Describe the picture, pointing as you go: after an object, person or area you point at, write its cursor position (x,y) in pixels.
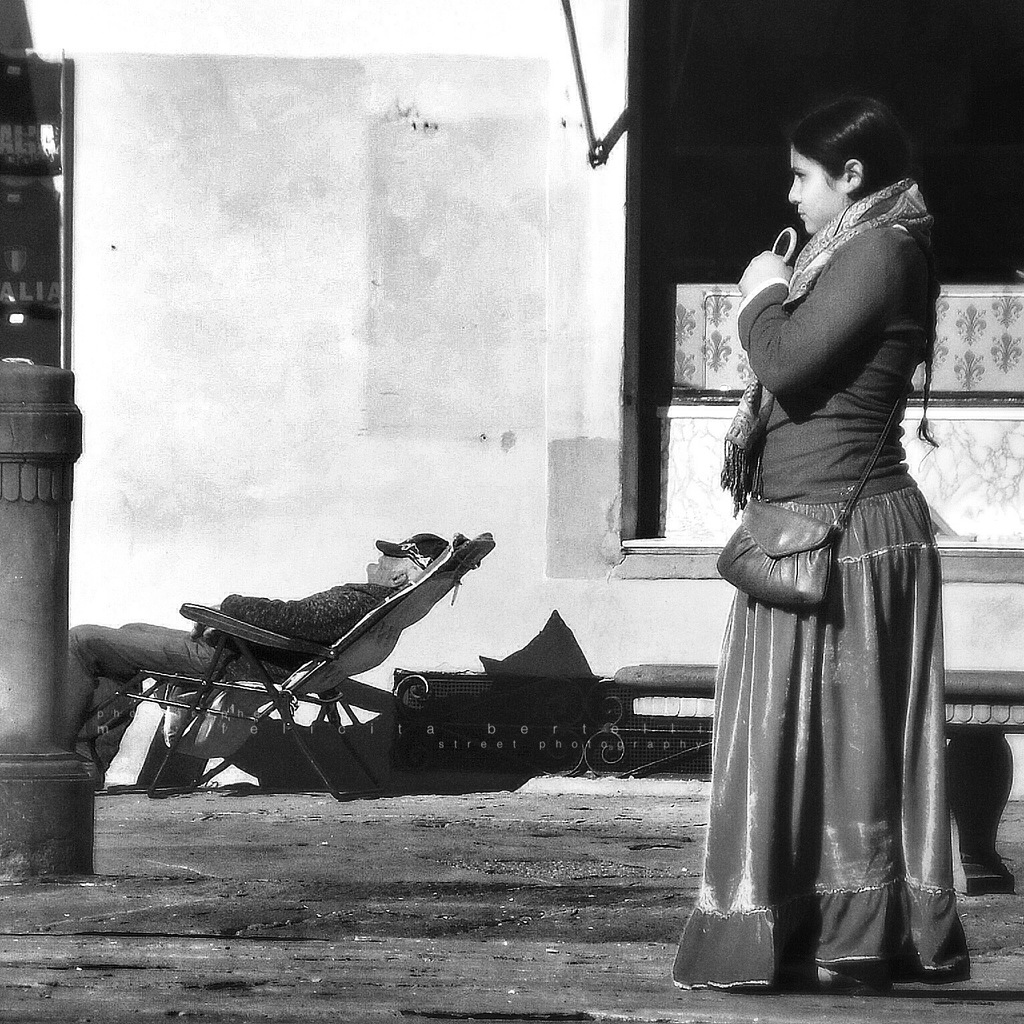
This picture seems to be clicked outside. On the right (817,270) there is a woman (852,403) wearing t-shirt (845,369), sling bag (799,545), holding an object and standing on the ground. On the left (321,624) there is a person (303,636) sitting in the chair (473,552) and there are some objects (407,688) placed on the ground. In the background (355,176) there is a wall (374,124) and some other objects (634,348).
